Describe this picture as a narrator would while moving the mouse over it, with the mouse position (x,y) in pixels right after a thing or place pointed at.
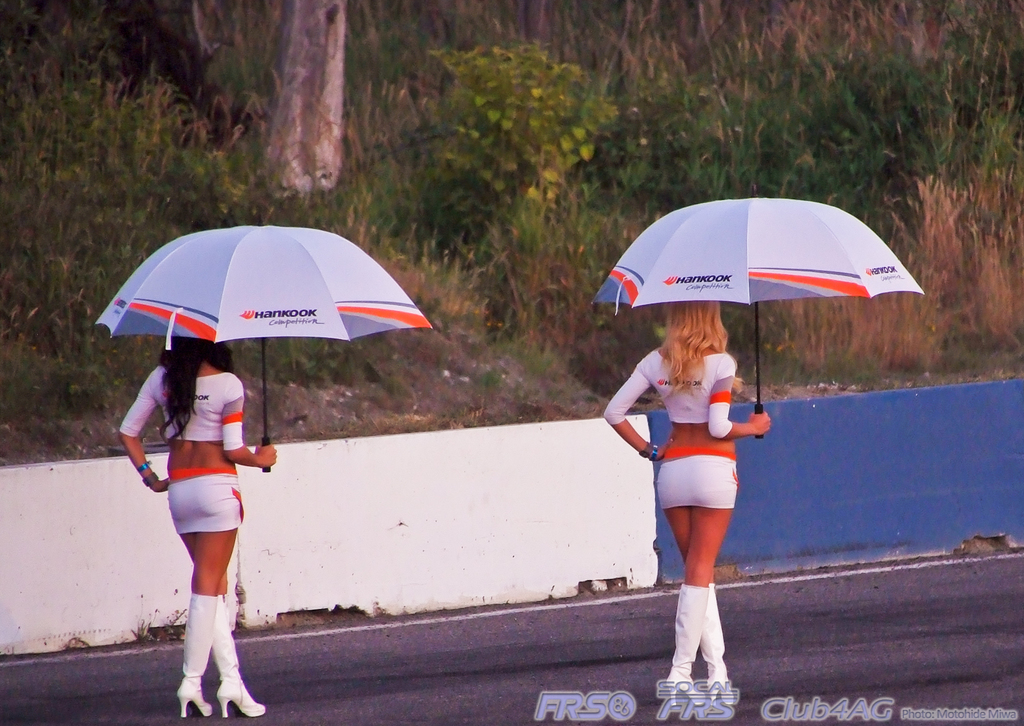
In the image there are two ladies (749,427) with white dress (208,434) is standing on the road (925,698) and they are holding the white umbrellas (814,234) in their hands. Behind them there is a small wall (475,468) with white and blue color. In the background (476,410) there are trees (532,202) and plants (401,215) on the ground (950,141).
